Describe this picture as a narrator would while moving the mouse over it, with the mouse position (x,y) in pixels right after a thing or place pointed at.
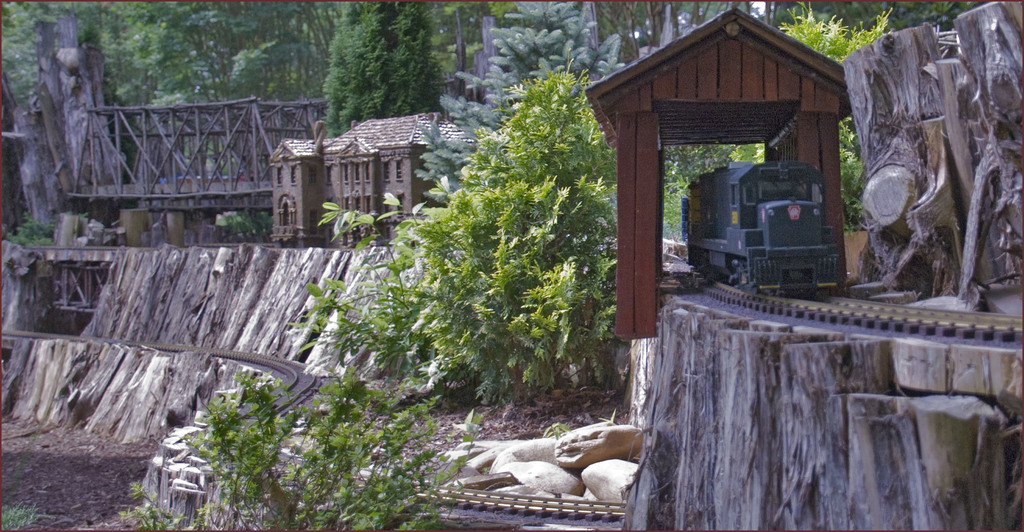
In this image we can see a house (300,183), bridge (165,144), train (730,213), railway track (957,329), plants (473,308), bark (136,325), stones (516,457) and trees (285,40).
